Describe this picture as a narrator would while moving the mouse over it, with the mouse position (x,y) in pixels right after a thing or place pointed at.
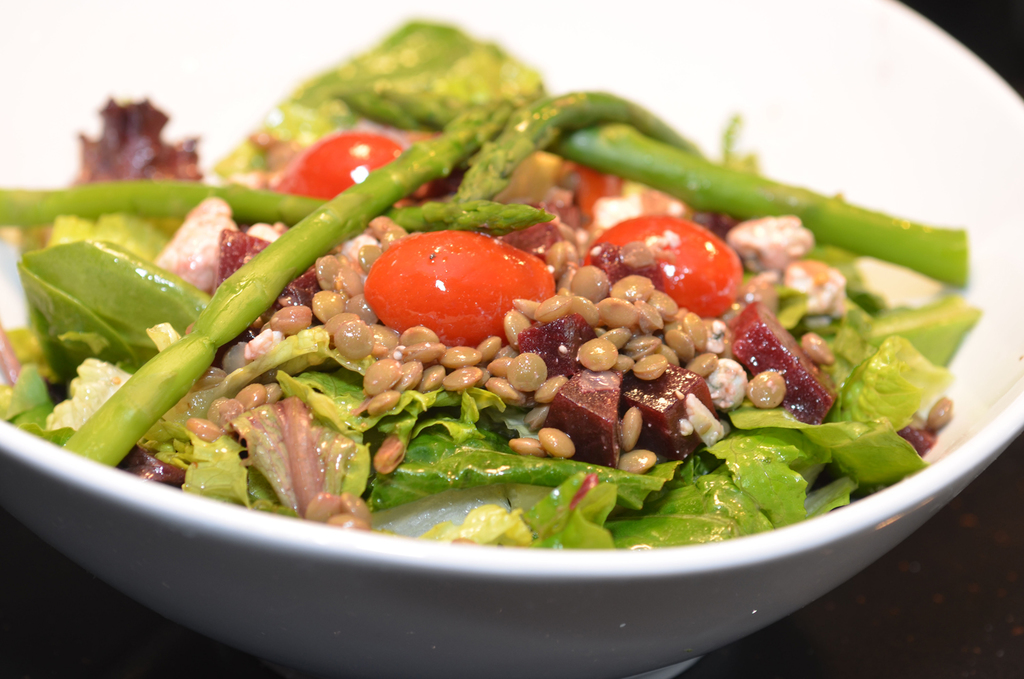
In this image, we can see a bowl (241,8) with some eatable things (378,328) and items (586,263). This bowl (1000,438) is placed on the surface (906,638).
